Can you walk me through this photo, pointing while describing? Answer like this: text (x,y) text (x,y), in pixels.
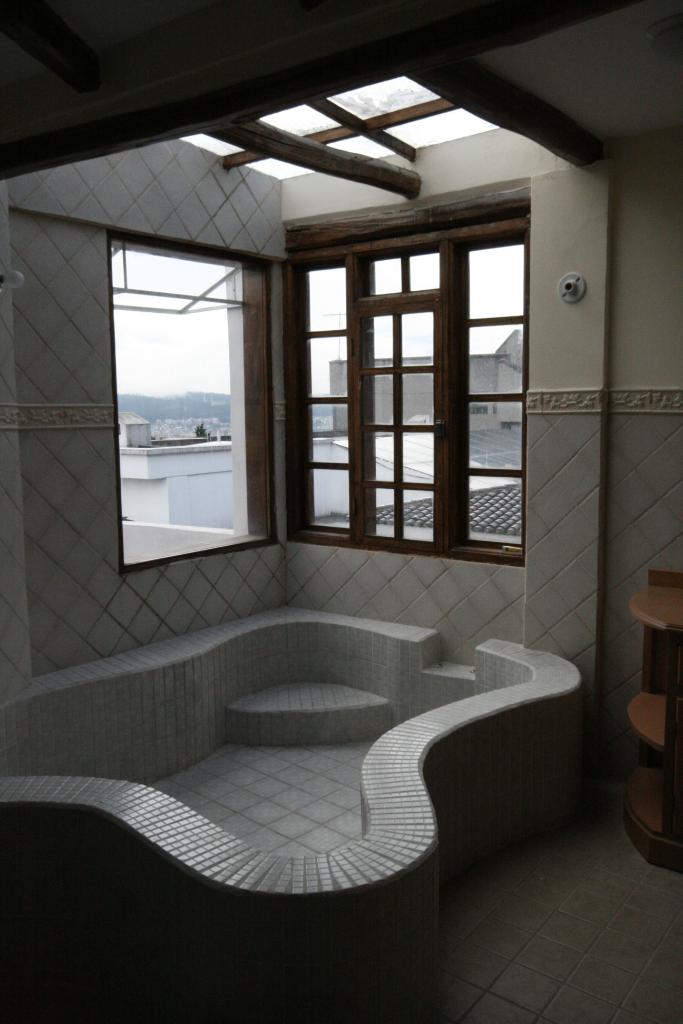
In this image I can see a table (644,809), windows (398,514) and number of buildings (170,426). I can see this image is inside view of a room (408,257).
